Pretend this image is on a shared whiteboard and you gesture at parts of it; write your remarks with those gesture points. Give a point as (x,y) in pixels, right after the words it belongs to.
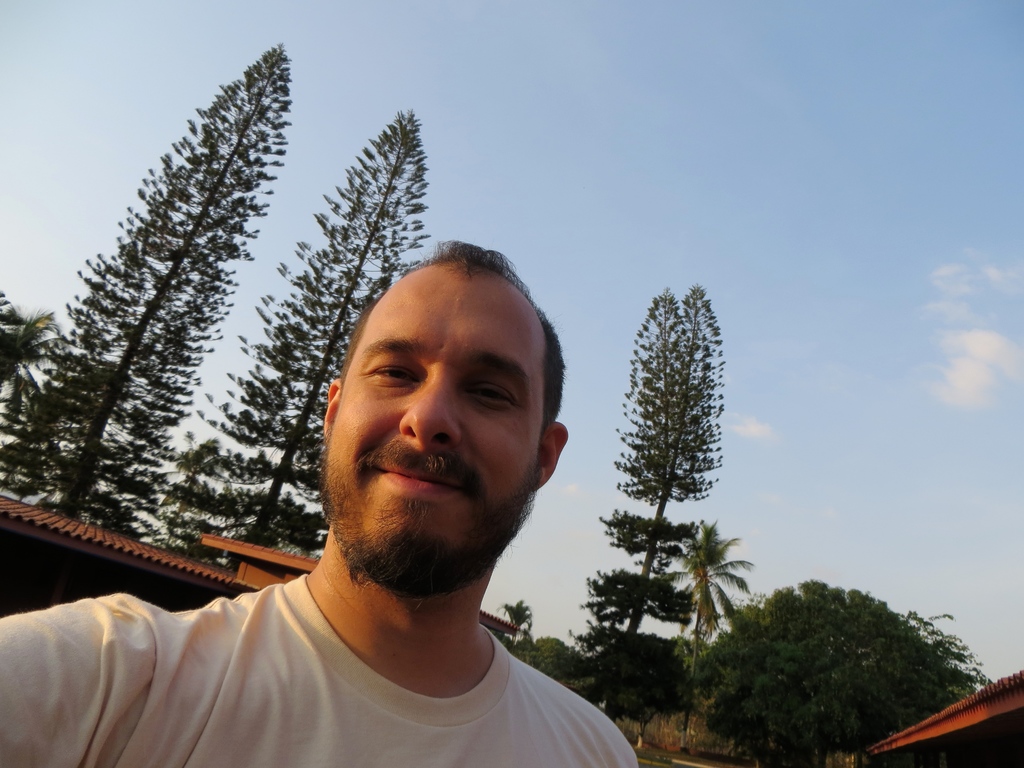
In this image there is a man (317,608) who is taking the selfie. Behind him there are trees (638,355) and houses (161,558). At the top (936,72) there is the sky (936,72).
